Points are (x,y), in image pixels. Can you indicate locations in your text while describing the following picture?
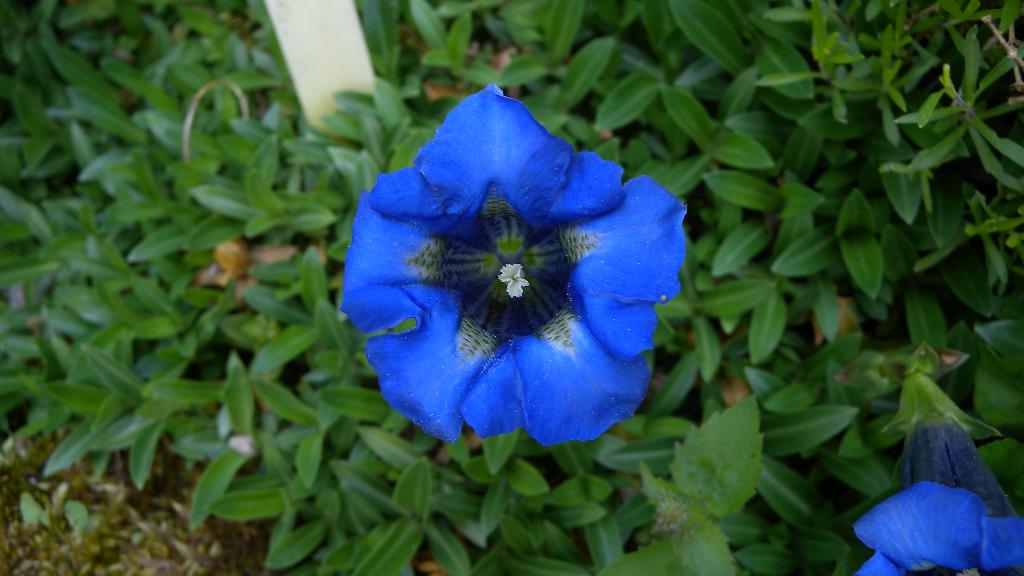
In this picture we can see a beautiful blue flower (540,293) and behind we can see some green leaves (855,245).
